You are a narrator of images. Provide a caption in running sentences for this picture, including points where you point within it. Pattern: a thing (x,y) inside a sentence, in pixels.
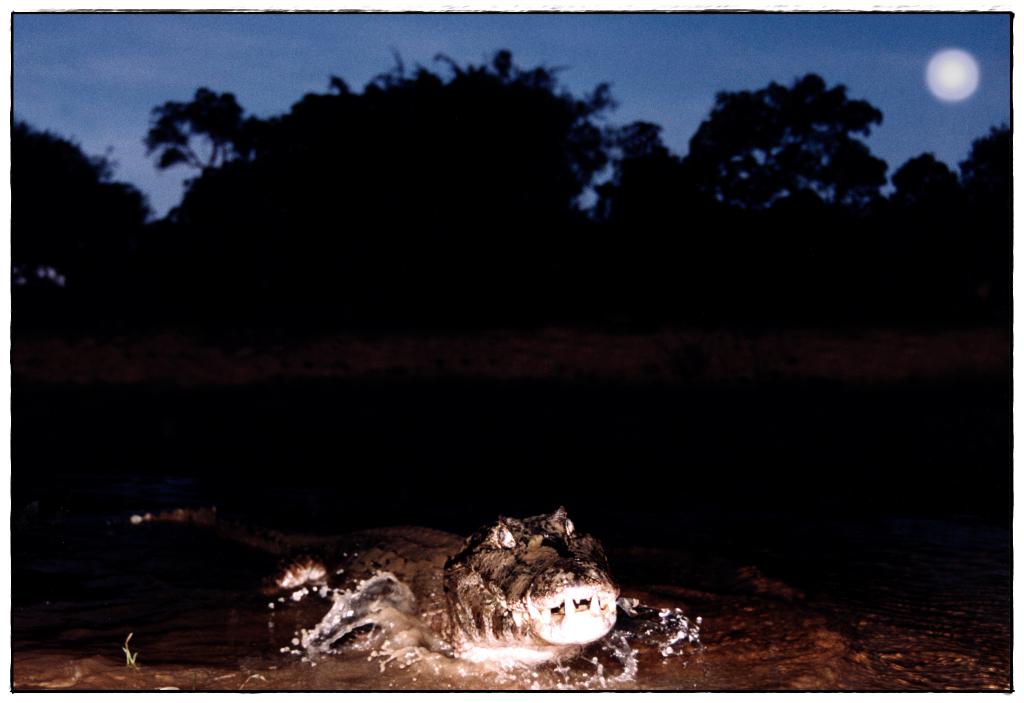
In the image in the center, we can see one crocodile (553,627) in the water (404,666). In the background (462,153), we can see the sky (563,44), trees (932,253) and the moon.
